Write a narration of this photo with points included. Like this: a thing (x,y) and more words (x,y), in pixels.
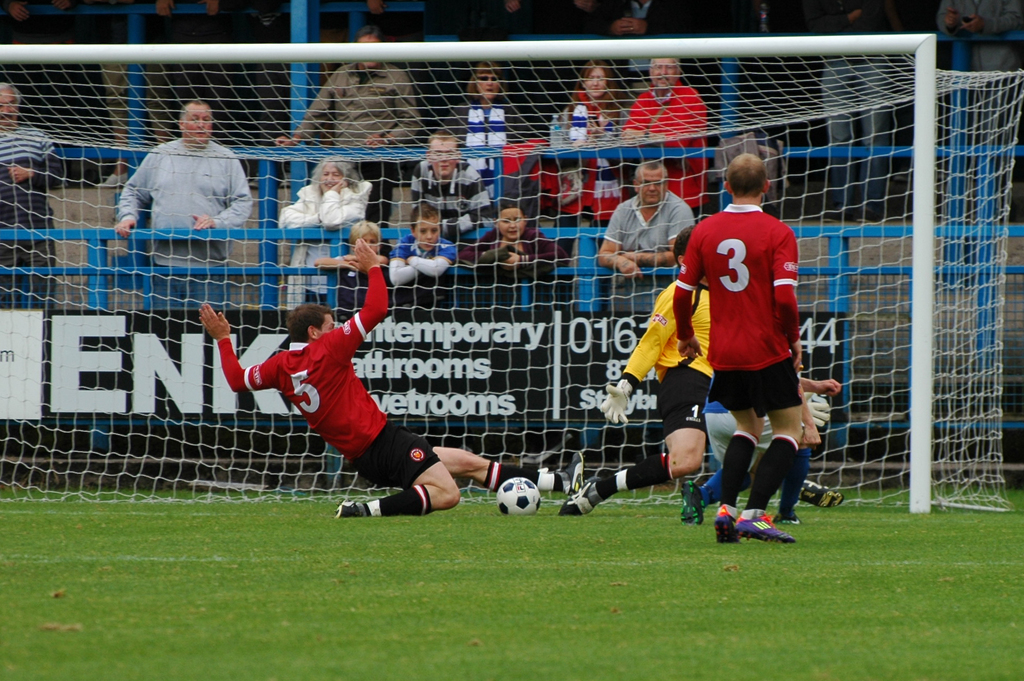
In this image in the foreground (328,426) there are some persons (431,469) who are playing football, and in the background (963,430) there is a net (783,196) and poles (919,190) and some persons (286,209) are standing. At the bottom (348,579) there is grass (400,597).
